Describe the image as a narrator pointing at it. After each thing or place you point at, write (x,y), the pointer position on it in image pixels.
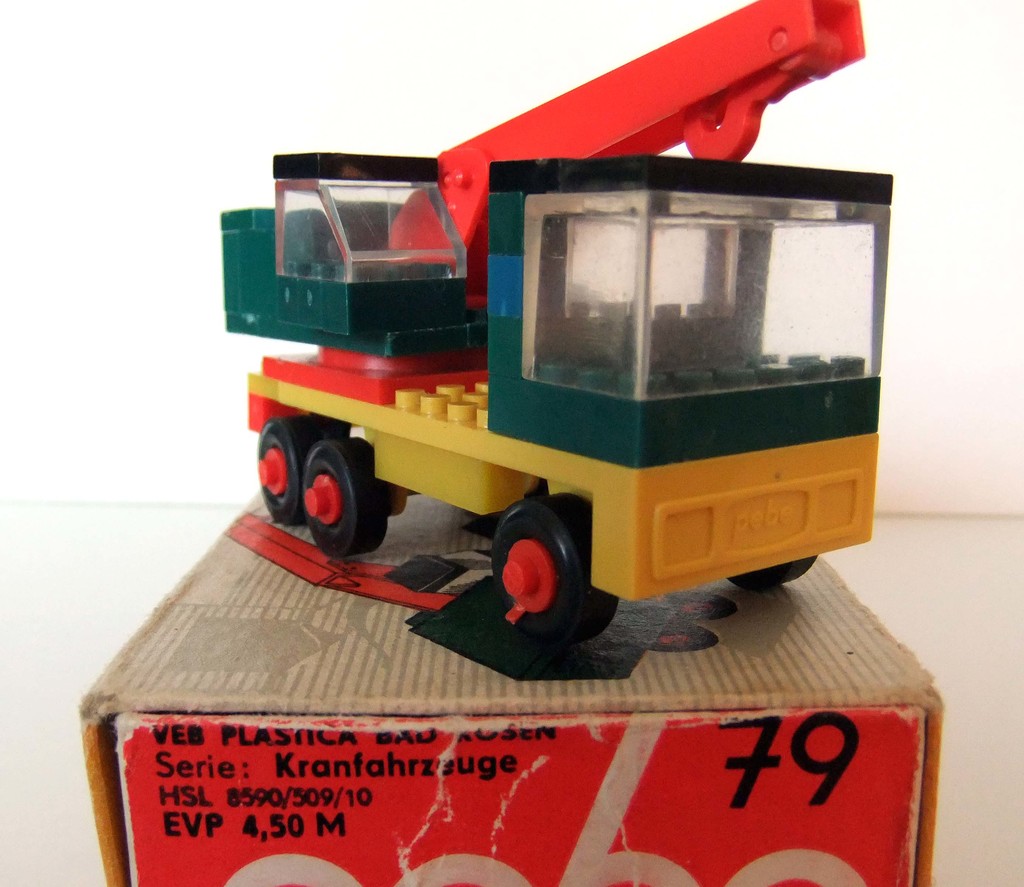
This image is taken indoors. In the background (833,123) there is a wall (100,189). At the bottom of the image (43,721) there is a floor (39,787). In the middle of the image (446,532) there is a cardboard box (435,736) on the floor (39,800) and there is a toy vehicle (505,334) on the cardboard box (317,561).
